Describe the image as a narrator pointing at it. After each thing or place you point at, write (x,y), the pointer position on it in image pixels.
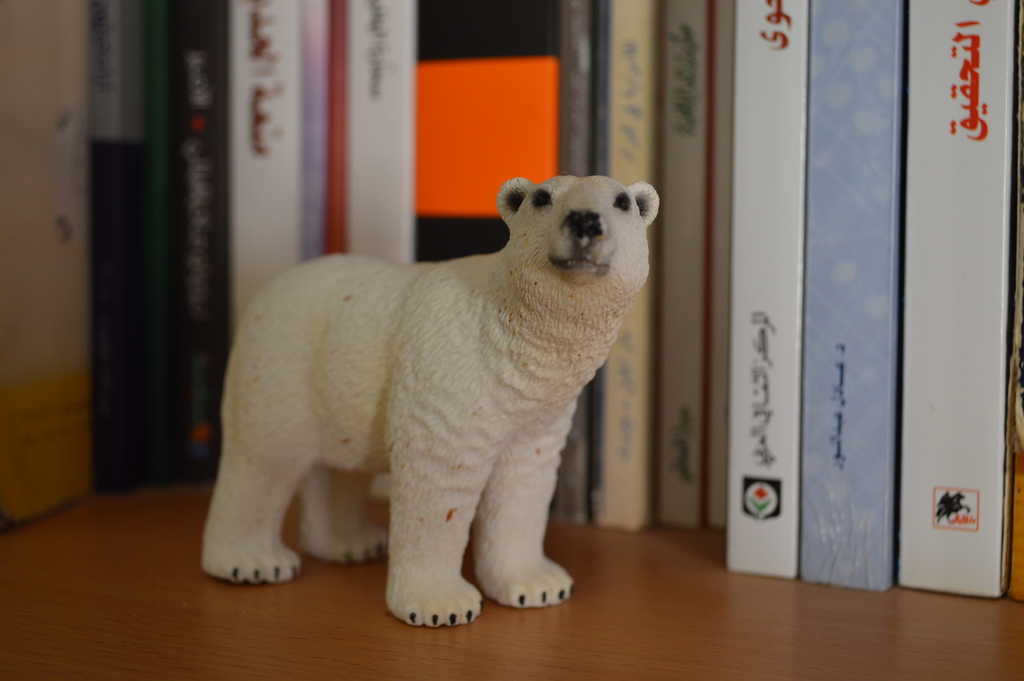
In the center of the image (462,274) there is a depiction of animal (523,308). In the background of the image (608,1) there are books (699,323). At the bottom of the image (746,656) there is table (202,633).
